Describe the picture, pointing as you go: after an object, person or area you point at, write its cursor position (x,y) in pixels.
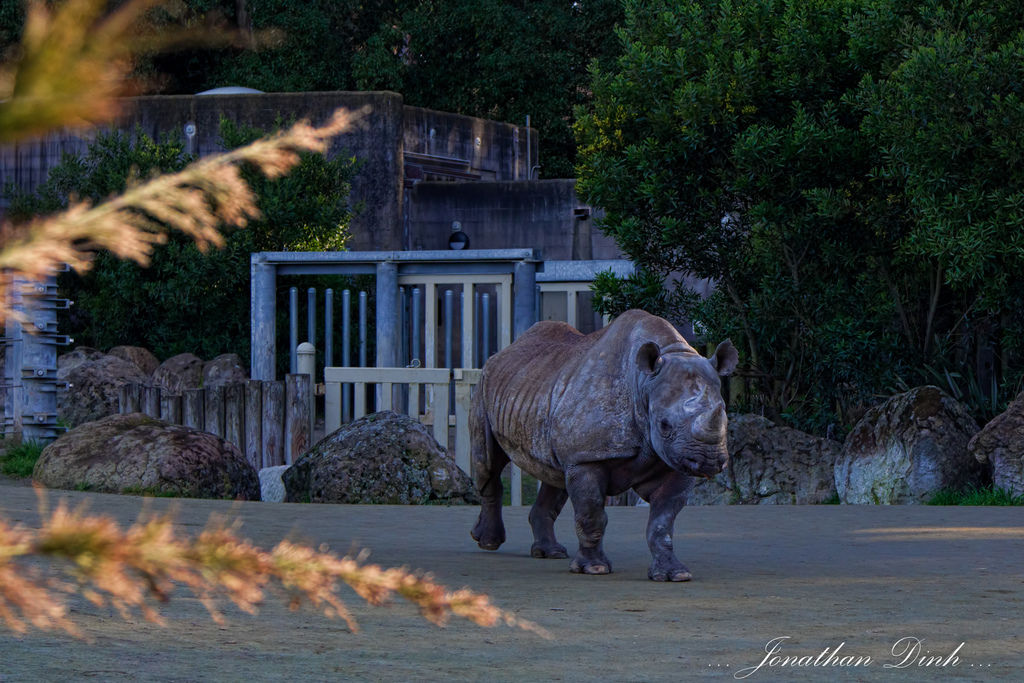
There is a one horned rhinoceros (537,419) on the road (626,530). In the back (261,437) there are rocks (909,420), building (383,183), trees (744,187) and railings (261,437).
